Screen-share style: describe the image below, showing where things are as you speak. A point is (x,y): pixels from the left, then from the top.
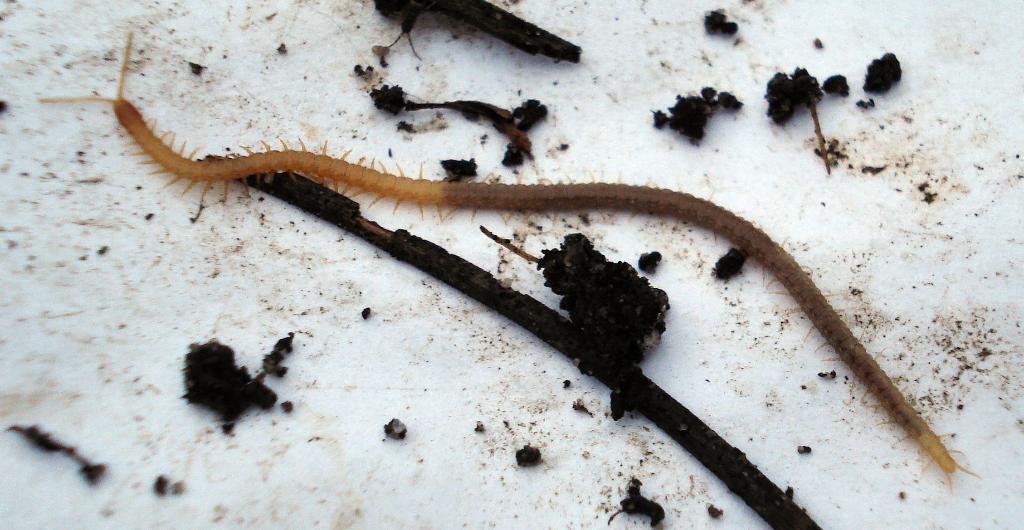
In this picture we can see a centipede (852,359) on an object (478,389) and other things (568,271).
